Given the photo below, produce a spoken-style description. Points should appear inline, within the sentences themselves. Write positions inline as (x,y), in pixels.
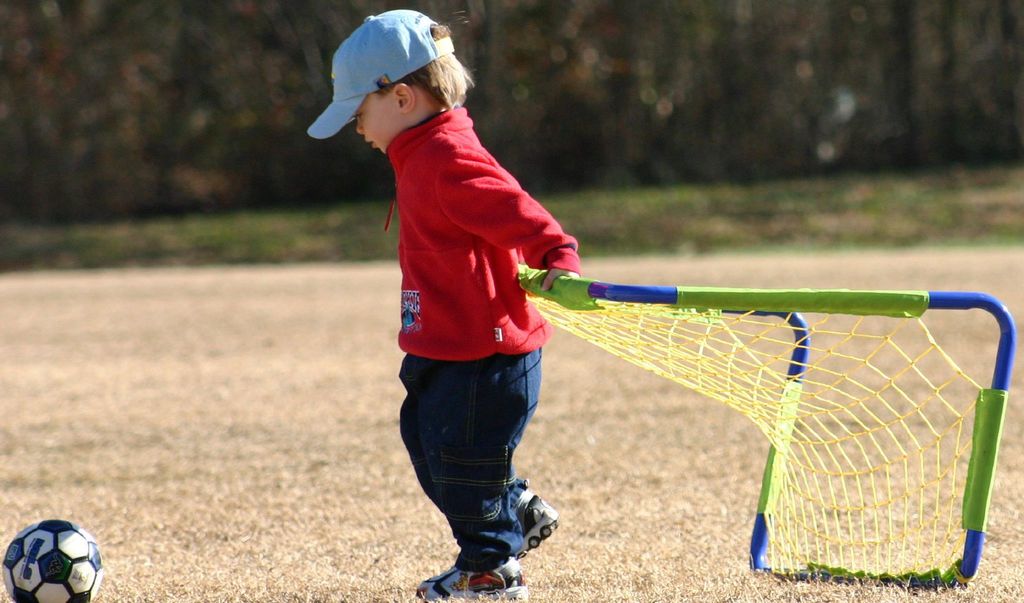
In this image I can see a boy (559,271) holding a net stand (703,306) and in the bottom left (56,548) there is a ball (73,543), background (884,71) is too blur.
